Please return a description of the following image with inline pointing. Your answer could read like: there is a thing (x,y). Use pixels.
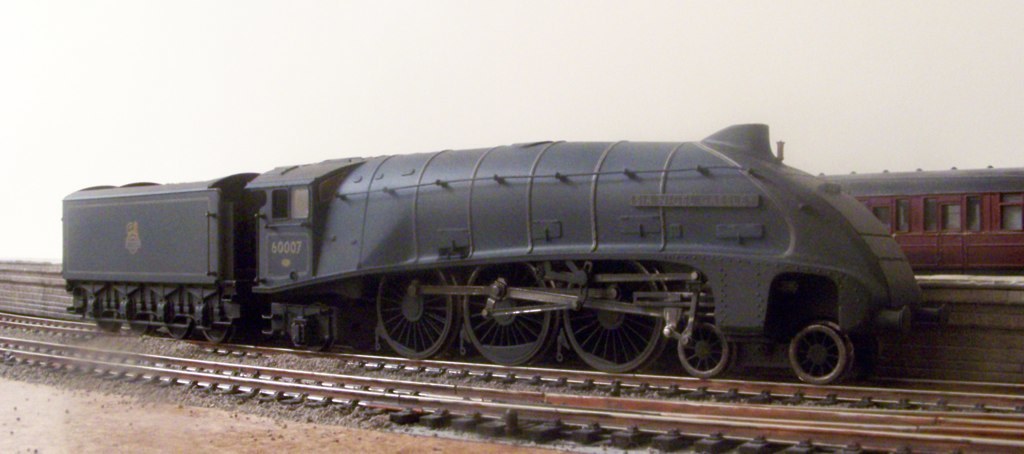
In this picture we can see trains (466,244) on railway tracks (152,337), stones (106,384) and in the background (42,119) we can see the sky (148,115).
